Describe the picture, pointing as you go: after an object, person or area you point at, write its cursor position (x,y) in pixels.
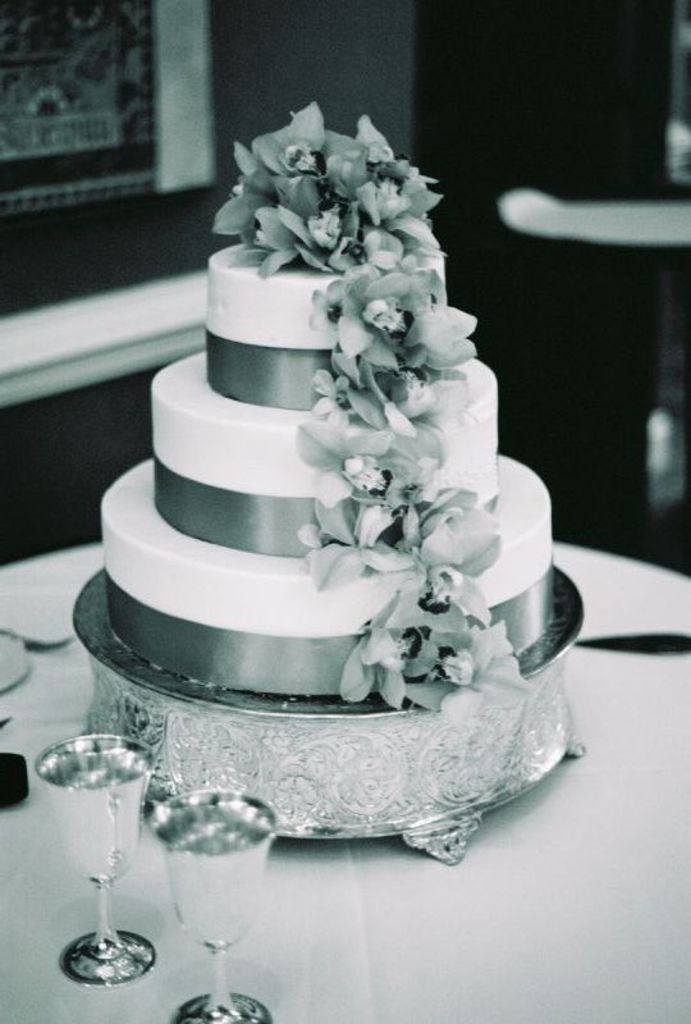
In this image I can see the cake (310,646). To the side I can see the glasses (177,874). These are on the table (399,965). And there is a blurred background (48,48). This is a black and white image.
